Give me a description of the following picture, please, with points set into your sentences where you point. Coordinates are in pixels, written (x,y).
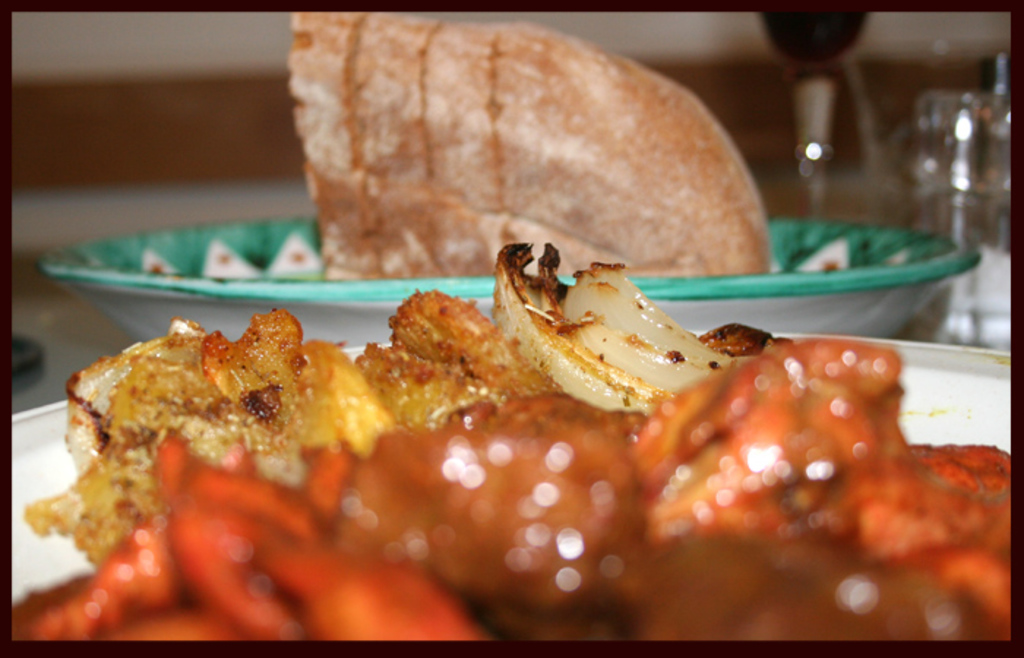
In this picture we can see food (469,454) in the plates (790,245) and we can see blurry background (865,78).
